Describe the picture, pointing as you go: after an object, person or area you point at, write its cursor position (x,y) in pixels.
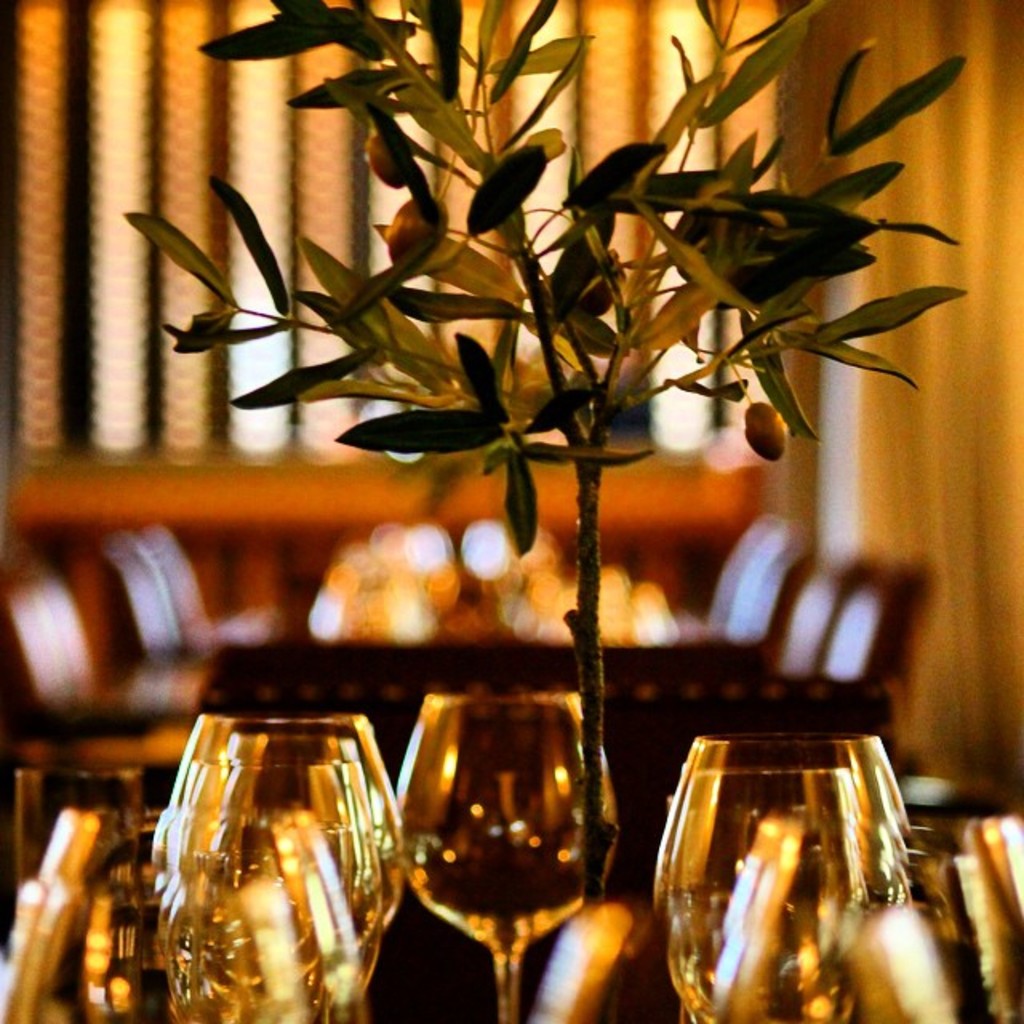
In this picture I can see plant (606,332) and few glasses (439,721) and I can see chairs (785,618) and a table (327,661) in the back (318,683).
